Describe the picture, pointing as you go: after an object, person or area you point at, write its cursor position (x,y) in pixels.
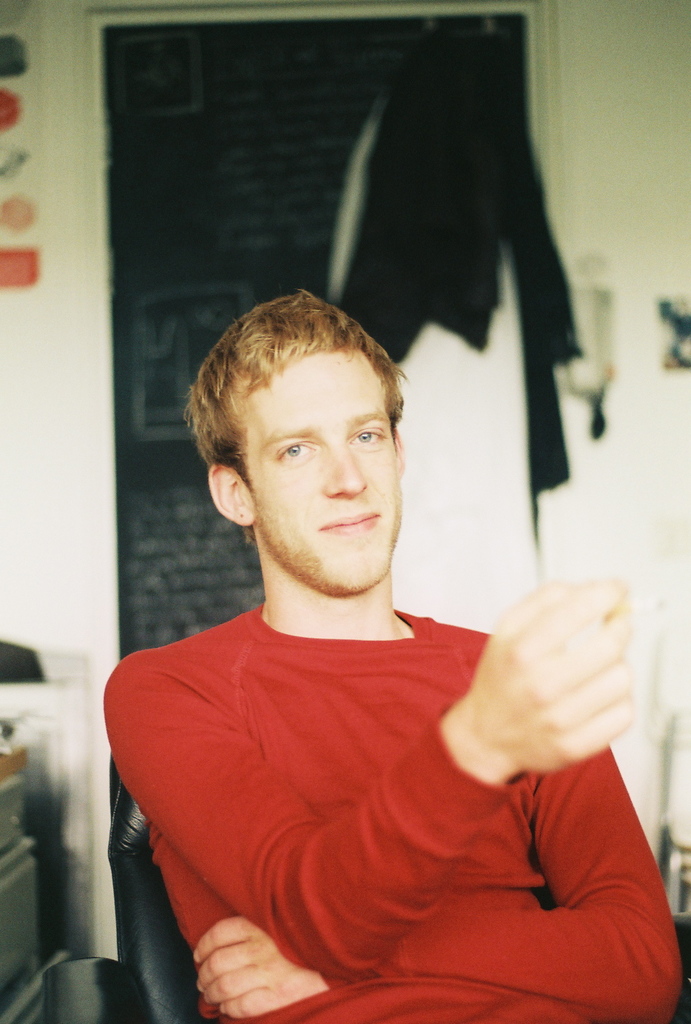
In this image I can see person (233,659) sitting on the chair (149,961) and wearing the red color dress (302,794). In the back (449,136) I can see few more clothes (351,244) and the wall (638,124).
